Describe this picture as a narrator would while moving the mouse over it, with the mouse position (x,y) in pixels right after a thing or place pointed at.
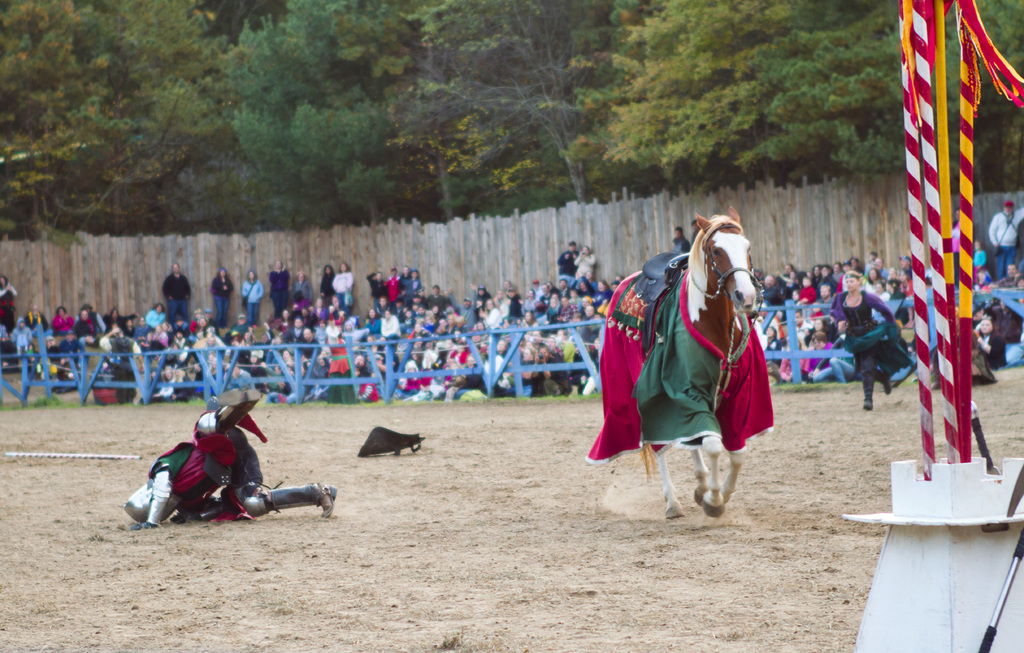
In the center of the image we can see one person (230,487) is in different costume (254,494). And we can see one horse (655,388), which is in brown and white color. On the horse (710,442), we can see one colorful cloth (674,381) and saddle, which is in black color. And we can see one white color stick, one black color object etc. On the right side of the image (948,612), we can see one white color object (943,580) and two black and white pole type objects (980,449). In that white color object (989,482), we can see a few poles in different colors. In the background (607,212) we can see trees (686,55), fences (821,224), few people (808,280) are sitting, few people (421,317) are standing, few people (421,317) are holding some objects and a few other objects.
